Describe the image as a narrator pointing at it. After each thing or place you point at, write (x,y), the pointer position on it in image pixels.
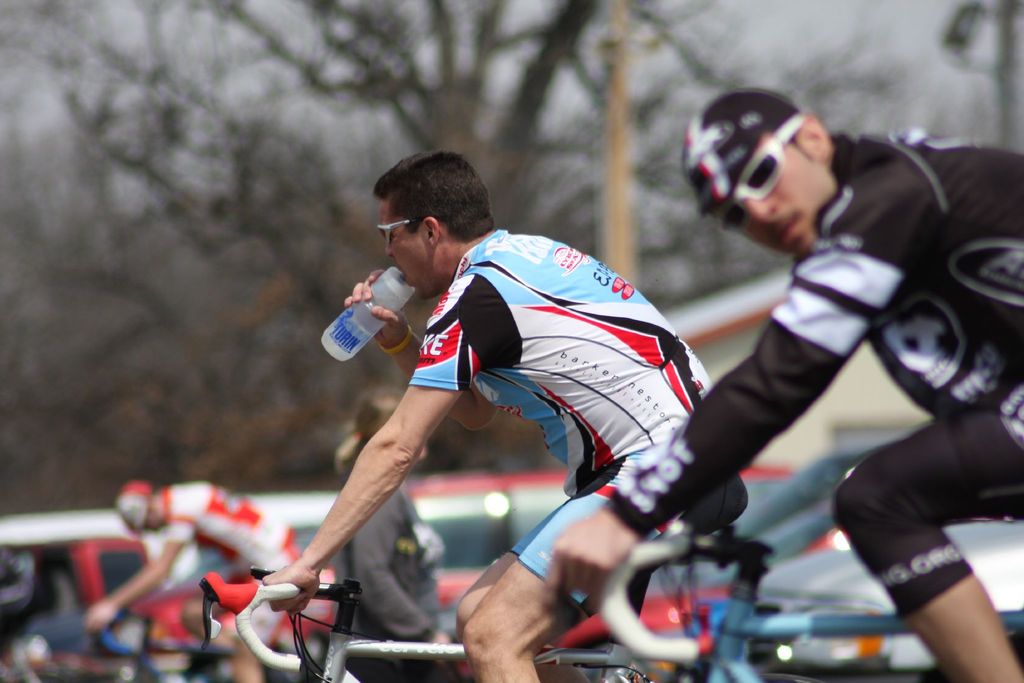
In the picture I can see three persons (100,618) sitting on the bicycles (297,643). There is a man (379,488) in the middle of the picture (462,365) is drinking water (377,287). I can see a woman (366,411) on the left side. I can see the cars (467,479). In the background (462,460), I can see the trees (453,52).
